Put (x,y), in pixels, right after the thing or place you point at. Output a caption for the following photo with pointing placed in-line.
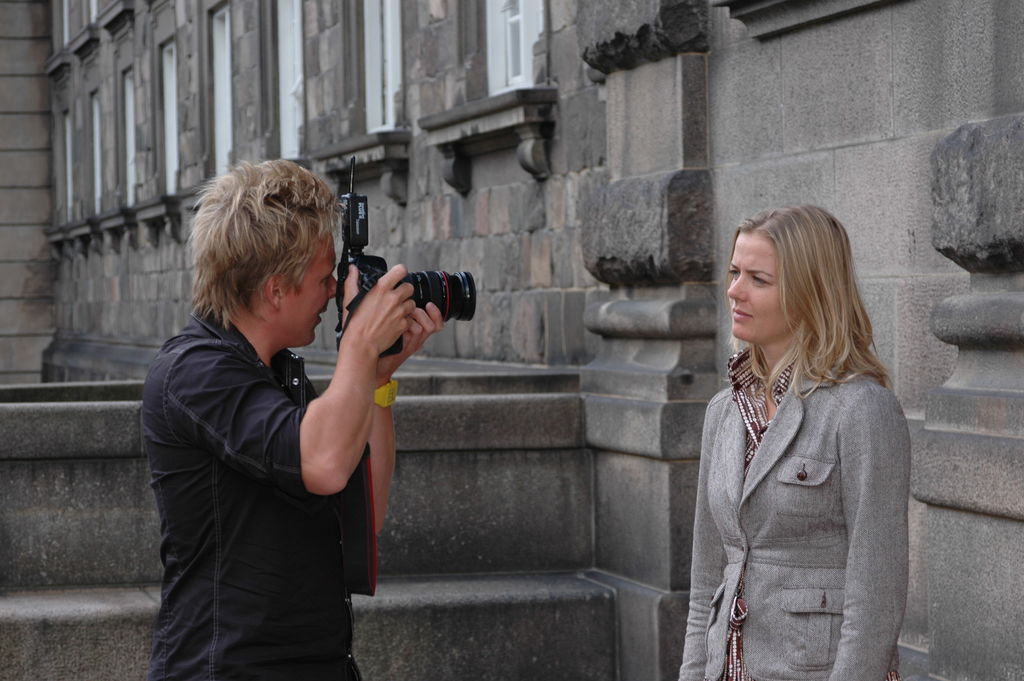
In this picture there are two person (273,294) standing. The man (345,411) is holding the camera (450,304) and clicking the picture of a woman (779,401). At the background (596,134) there is a building (437,111).
